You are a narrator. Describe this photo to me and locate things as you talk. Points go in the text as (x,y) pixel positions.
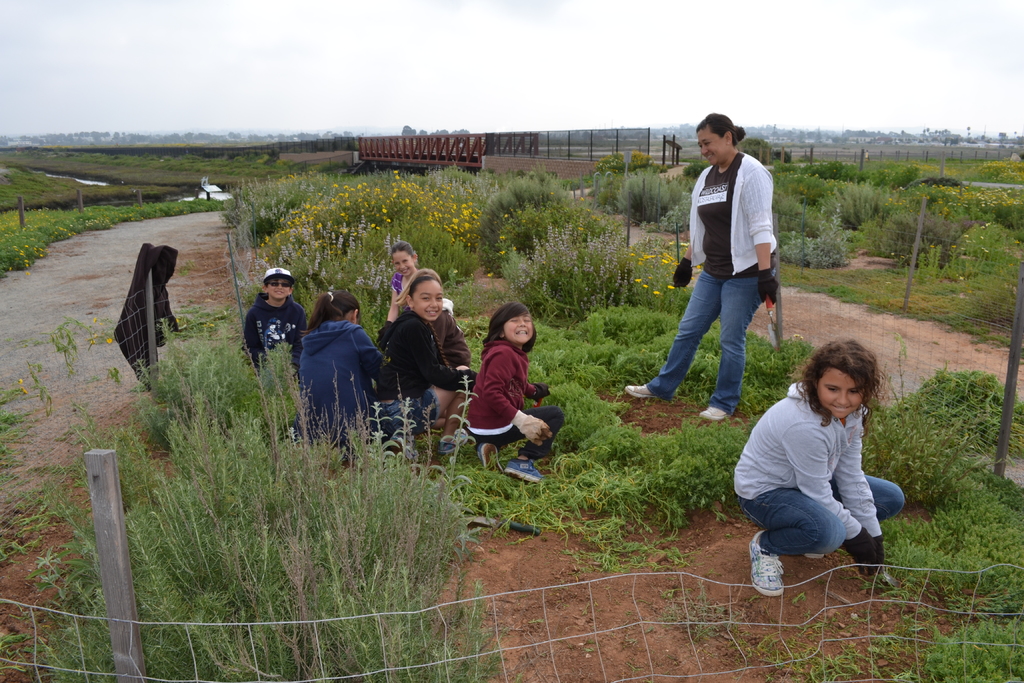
In this image I can see few persons (820,467) are sitting on the ground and a person (769,250) standing on the ground (686,398). I can see the fencing (194,664), few wooden poles (112,470), few plants (417,512), a black colored cloth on the fencing (374,614) and few flowers (398,221) which are yellow in color. In the background (480,136) I can see a bridge (442,151), few trees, the road (160,219) and the sky (615,123).
